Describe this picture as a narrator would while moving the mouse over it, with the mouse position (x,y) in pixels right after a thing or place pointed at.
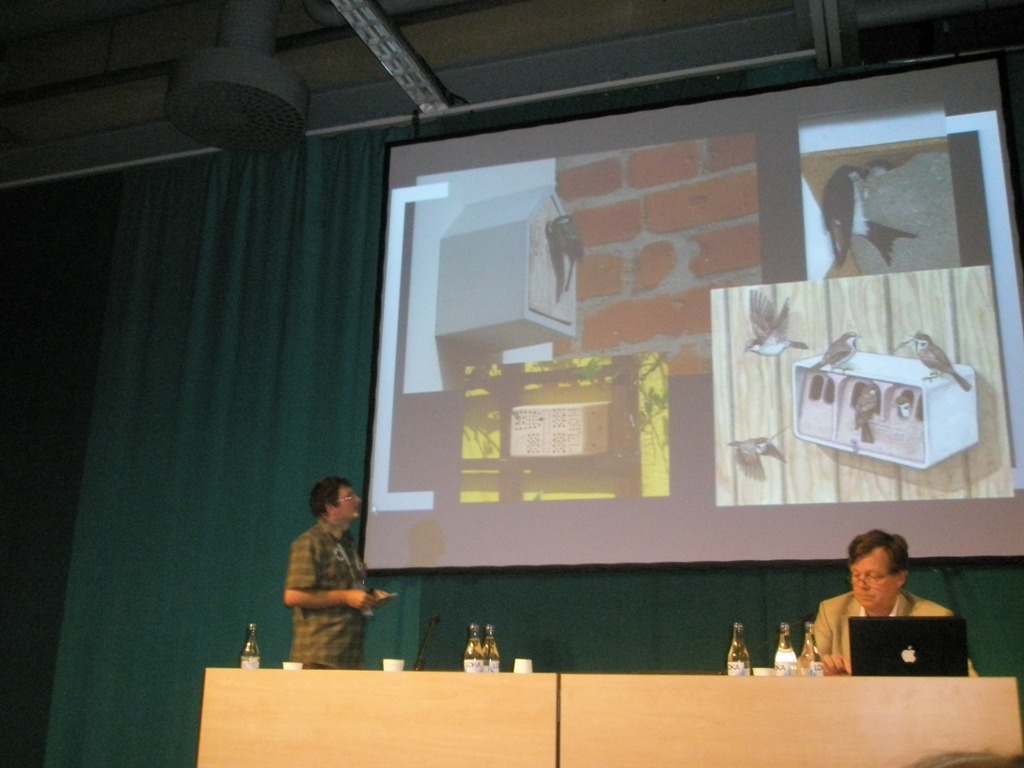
This man (329,575) is standing in-front of this screen (652,460). On this screen (900,335) there are birds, wall (604,288) and birds house (886,417). This is curtain (263,302) in green color. On this table (671,702) there are bottles (253,666), cups (398,666) and mic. This man (828,614) is sitting on a chair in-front of laptop (879,648).
